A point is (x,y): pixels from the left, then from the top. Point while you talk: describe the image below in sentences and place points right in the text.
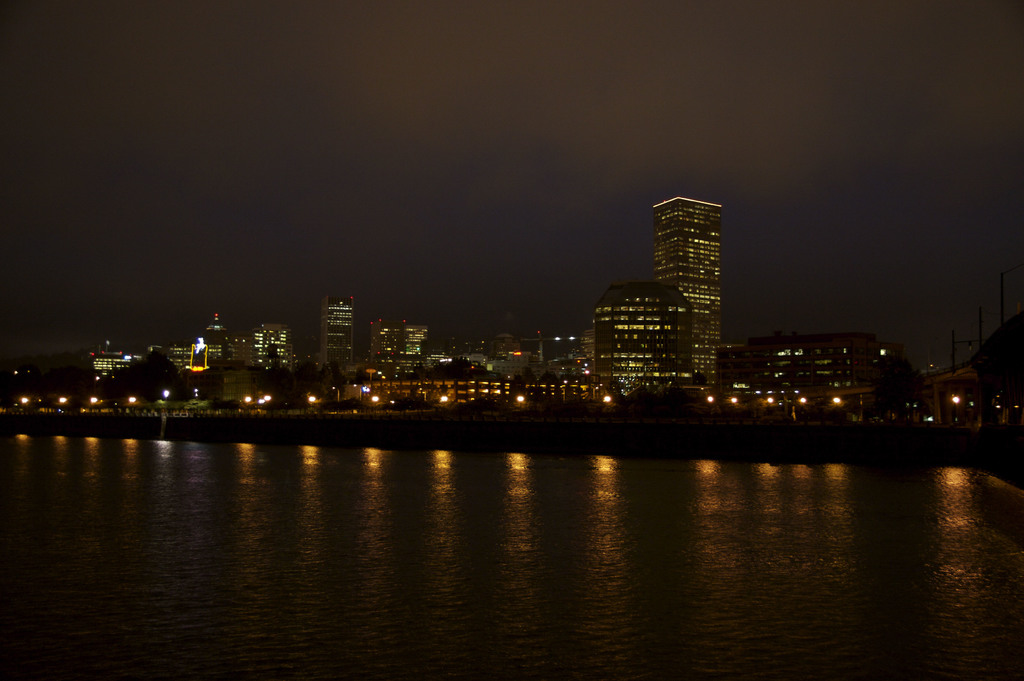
This is a picture of a city (407,405), where there is water (18,623), skyscrapers (395,360), and in the background (395,150) there is sky (536,146).
